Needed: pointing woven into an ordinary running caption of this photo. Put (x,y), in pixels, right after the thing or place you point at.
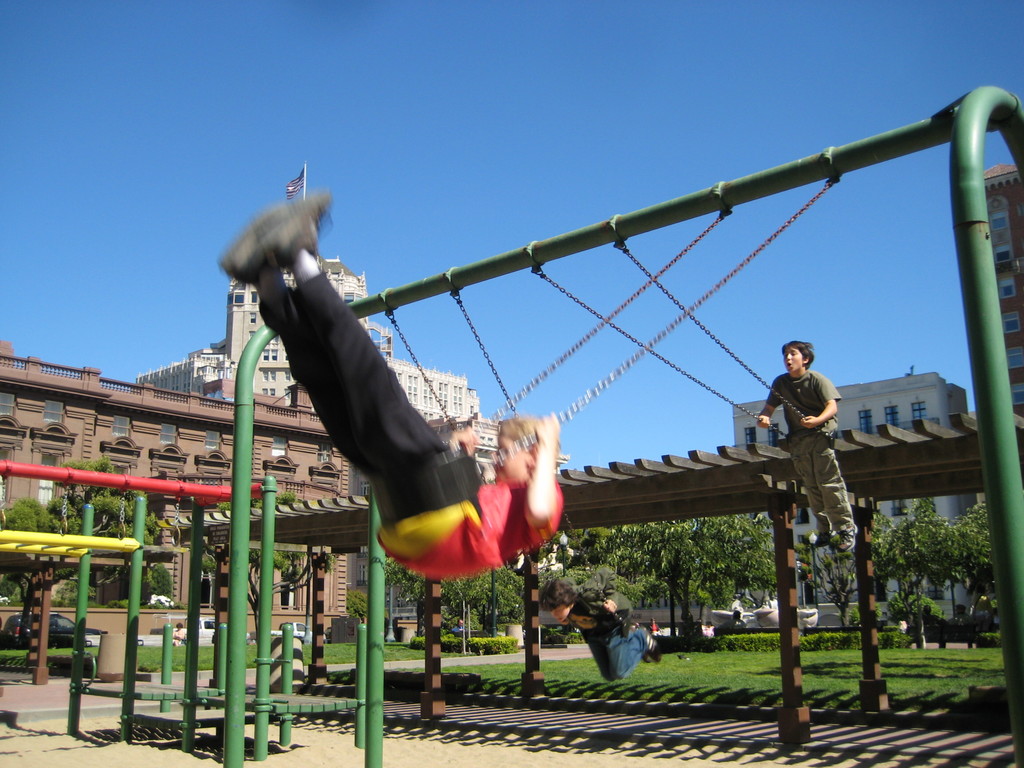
It is a park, the children (810,394) are swinging on the cradle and behind the park (0,466) there are huge buildings (422,404) and around the park (570,561) there are many trees (772,561).
